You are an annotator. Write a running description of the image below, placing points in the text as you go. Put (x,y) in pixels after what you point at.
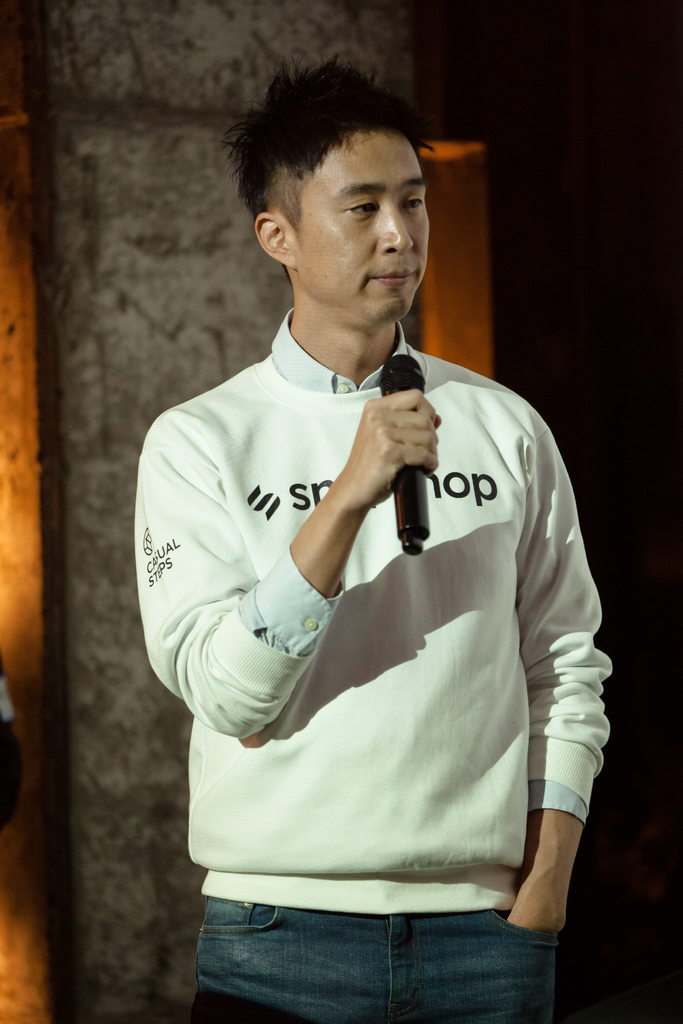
In this image we can see a person (365,656) standing and holding a microphone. In the background (148,264), we can see the wall (122,81).
